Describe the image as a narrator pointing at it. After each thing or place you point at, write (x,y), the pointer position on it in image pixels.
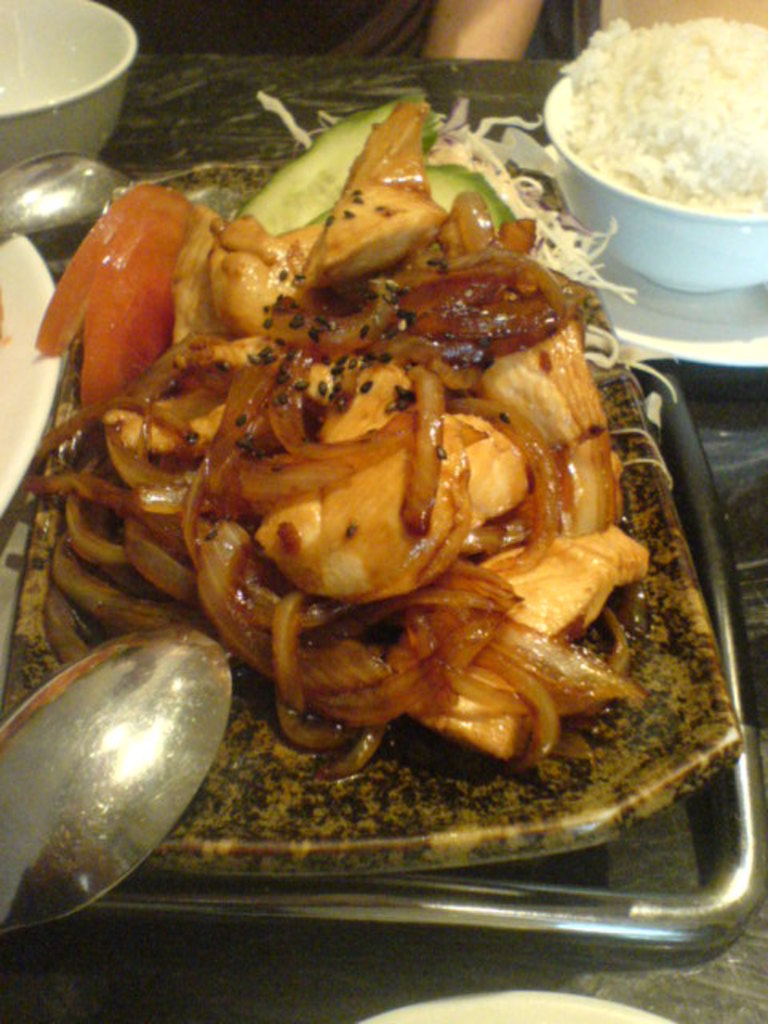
There are food items (408,368) arranged on a plate (445,751). Beside this plate (307,814), there is a spoon (154,679). This plate (683,767) is on a table (762,959), on which there is a white color cup (646,200) having rice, another white color cup (29,79) and a white color plate (27,351), on which there is a spoon (93,208).
